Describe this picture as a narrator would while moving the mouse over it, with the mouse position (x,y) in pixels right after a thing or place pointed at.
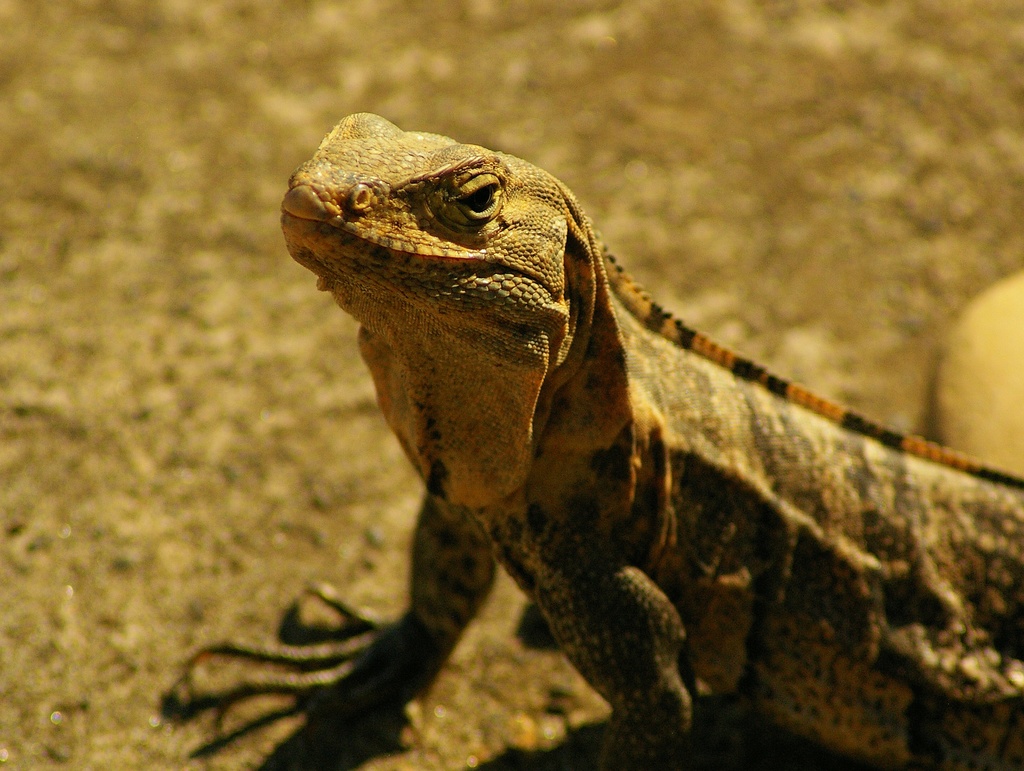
In this picture there is a dragon lizard (487,505) on the floor (896,418).
